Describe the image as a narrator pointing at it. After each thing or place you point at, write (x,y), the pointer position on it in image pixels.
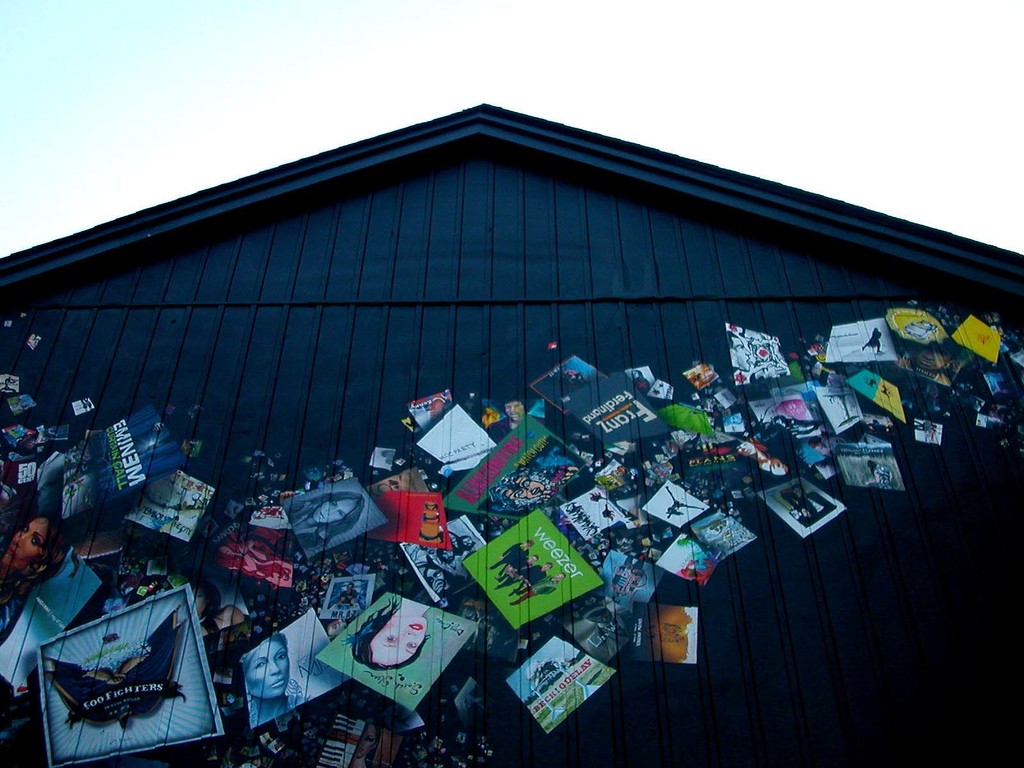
This picture shows a house (739,760) and we see few posts (540,417) on it and we see a blue cloudy sky (237,74).
